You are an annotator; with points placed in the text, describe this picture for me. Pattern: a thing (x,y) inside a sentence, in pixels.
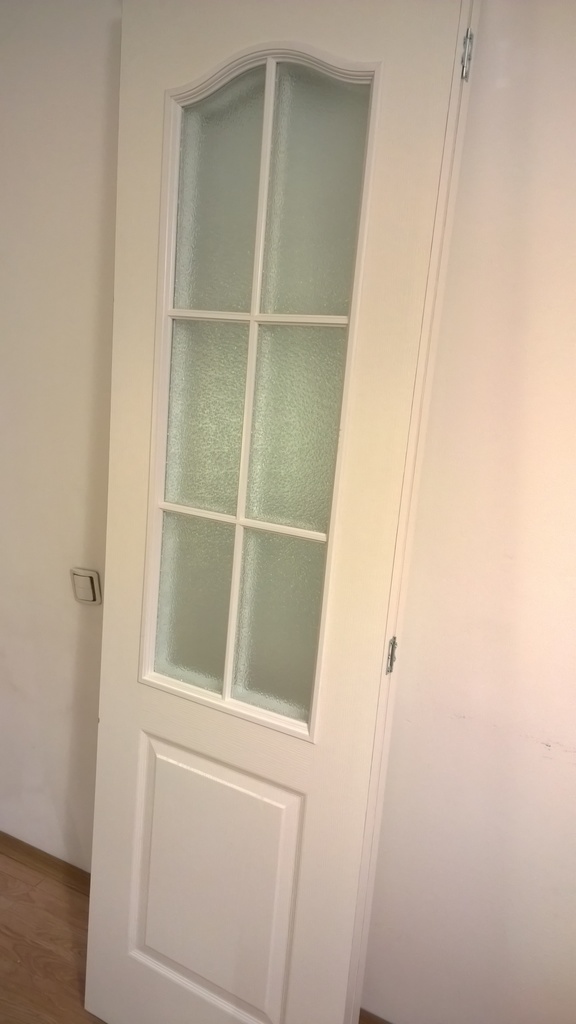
In the image I can see a door (194,516) to which there is frosted glass (194,286).
